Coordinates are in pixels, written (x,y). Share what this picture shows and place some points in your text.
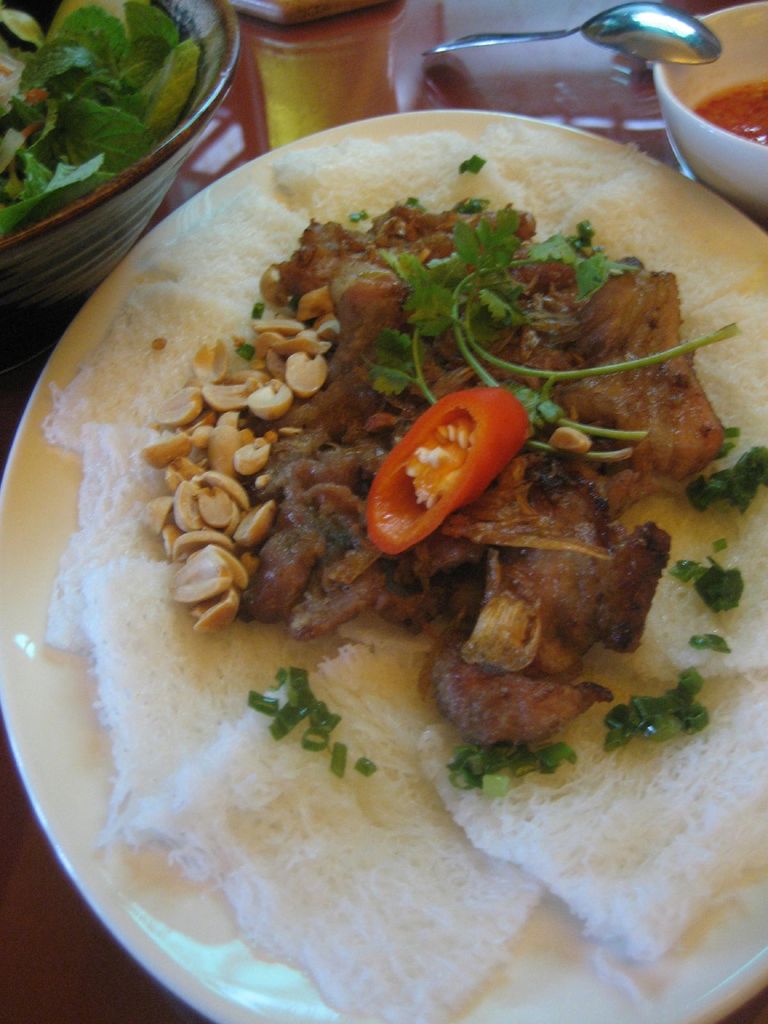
In this image we can see a plate (403,691) contain some food item (378,756) which is on a brown surface (63,925). On the top left (120,144) side of the plate (201,356) we can see a bowl (118,236) which contains food item (136,145) and to the right top (743,152) edge we can see a bowl (721,191) which contains soup (737,117) and a spoon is placed top of it.
